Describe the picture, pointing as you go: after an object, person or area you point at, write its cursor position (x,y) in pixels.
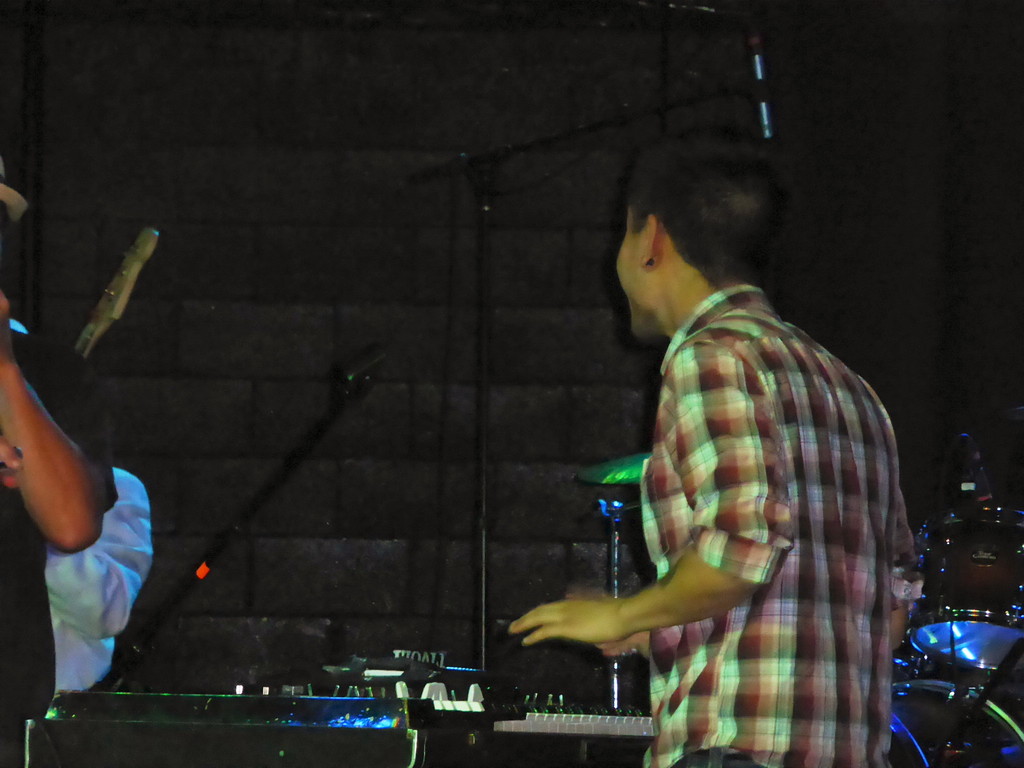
In this picture there are three persons (125,573). There are musical instruments (464,692) and microphones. At the back (319,182) there is a wall (383,183).
